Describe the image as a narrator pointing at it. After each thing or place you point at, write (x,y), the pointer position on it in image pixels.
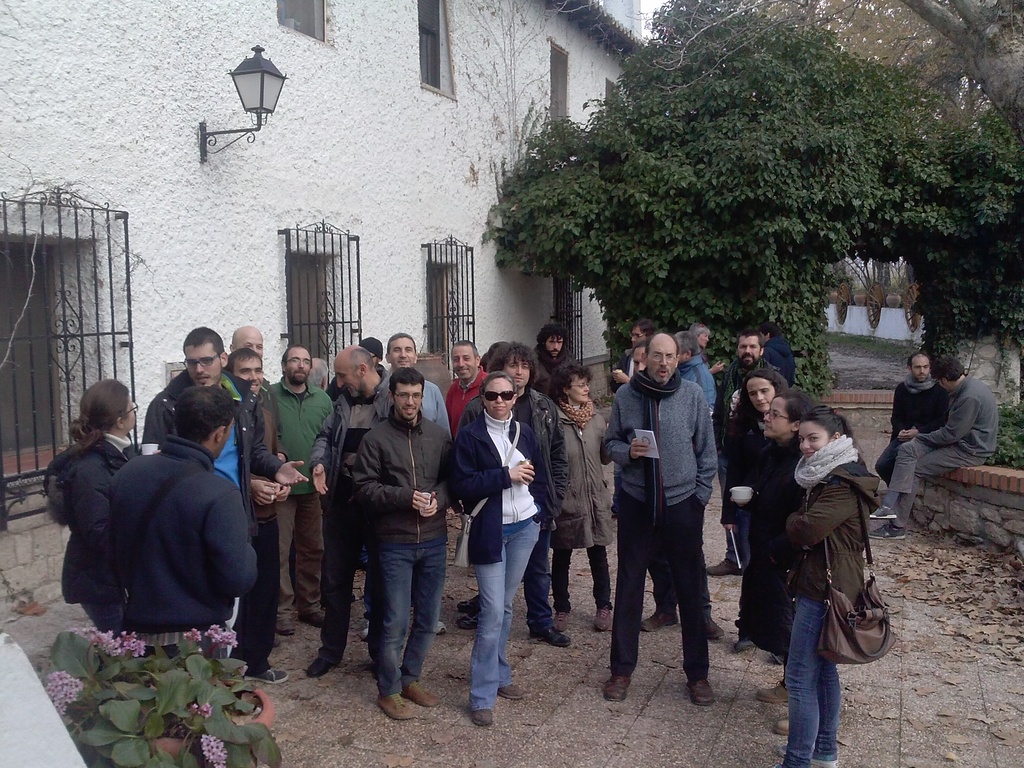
In the image in the center (464,475), we can see a few people (651,465) are standing and holding some objects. In the background (524,142), we can see trees (939,15), buildings (492,123), windows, plants (943,311), flowers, grass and two persons (903,430) are sitting.
